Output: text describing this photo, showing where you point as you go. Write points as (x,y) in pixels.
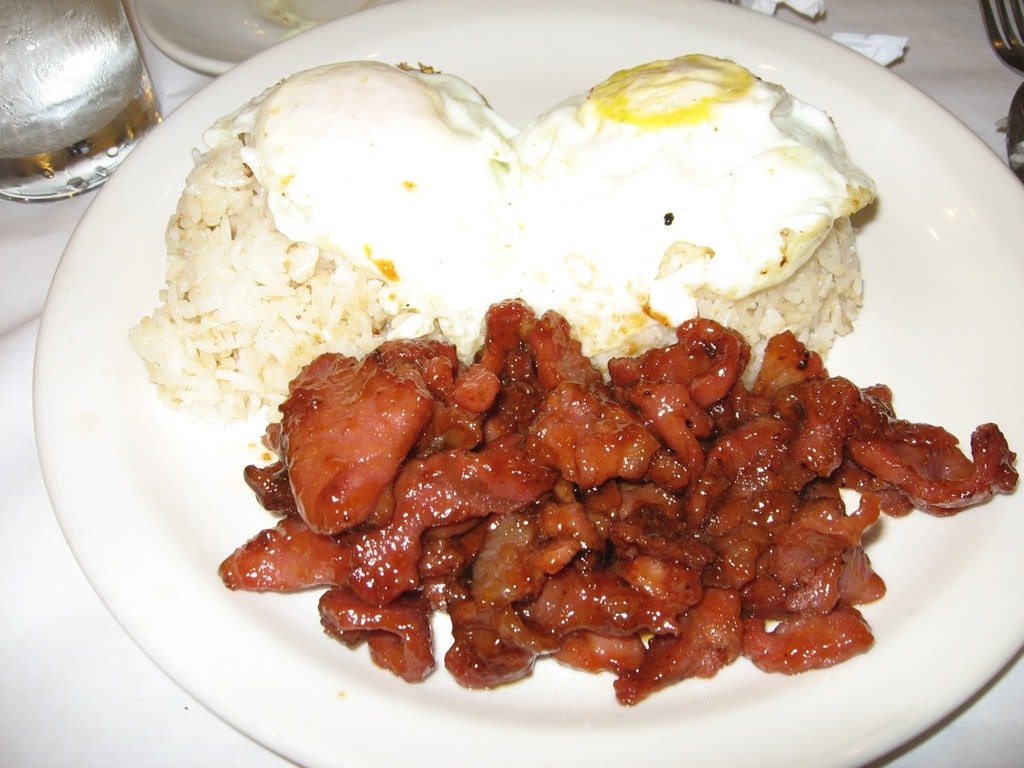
Egg (434,105) fried with a pork (533,332) in a white color plate (906,397).
